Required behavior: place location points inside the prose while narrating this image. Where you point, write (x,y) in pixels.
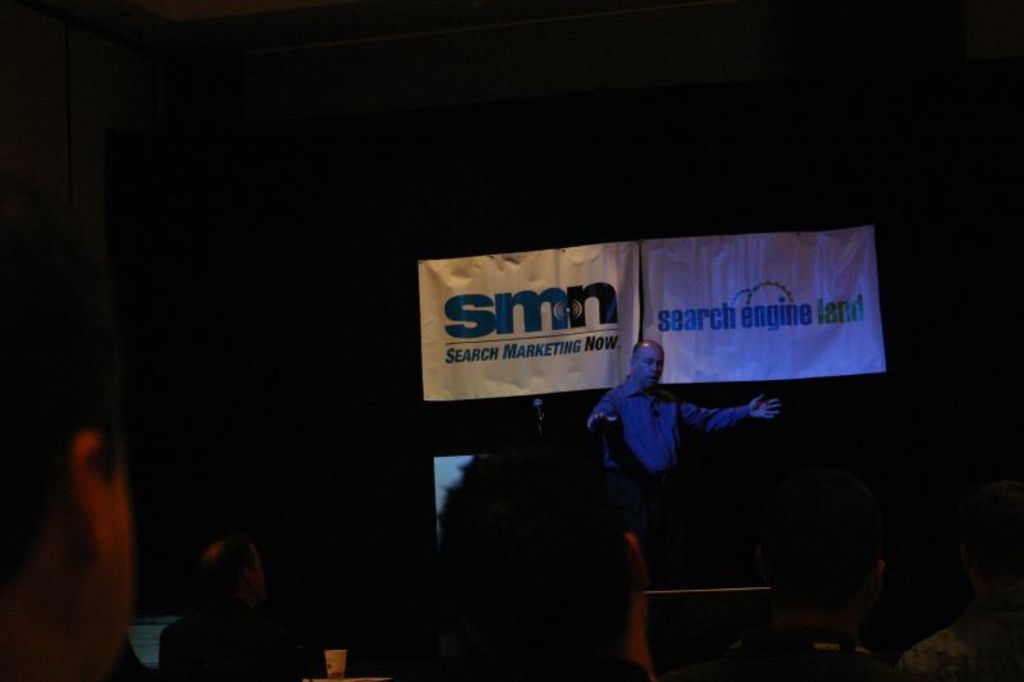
In this picture there is a man (659,467) who is wearing the shirt (662,449) and trouser (657,479). He is standing on the stage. Behind him we can see the white cloth (687,359). At the bottom (221,606) we can see audience (508,592) who are listening to him. On the top (597,99) we can see the darkness (547,79).
